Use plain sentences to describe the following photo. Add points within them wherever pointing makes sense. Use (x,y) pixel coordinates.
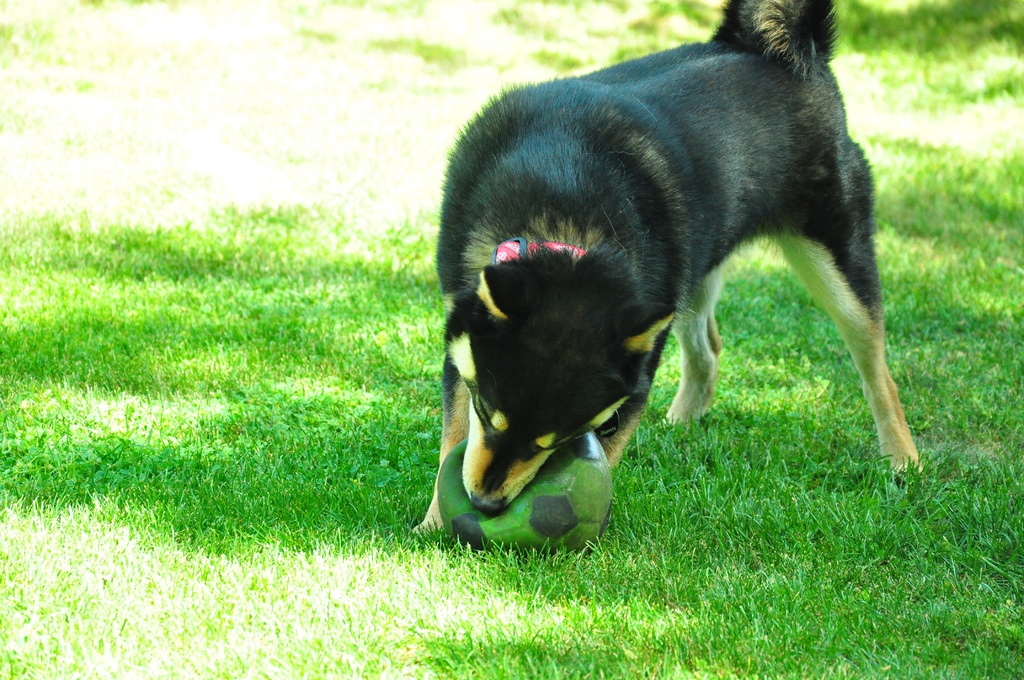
In this image, I can see a dog (559,354) holding a ball (563,533), which is on the grass (430,577).
